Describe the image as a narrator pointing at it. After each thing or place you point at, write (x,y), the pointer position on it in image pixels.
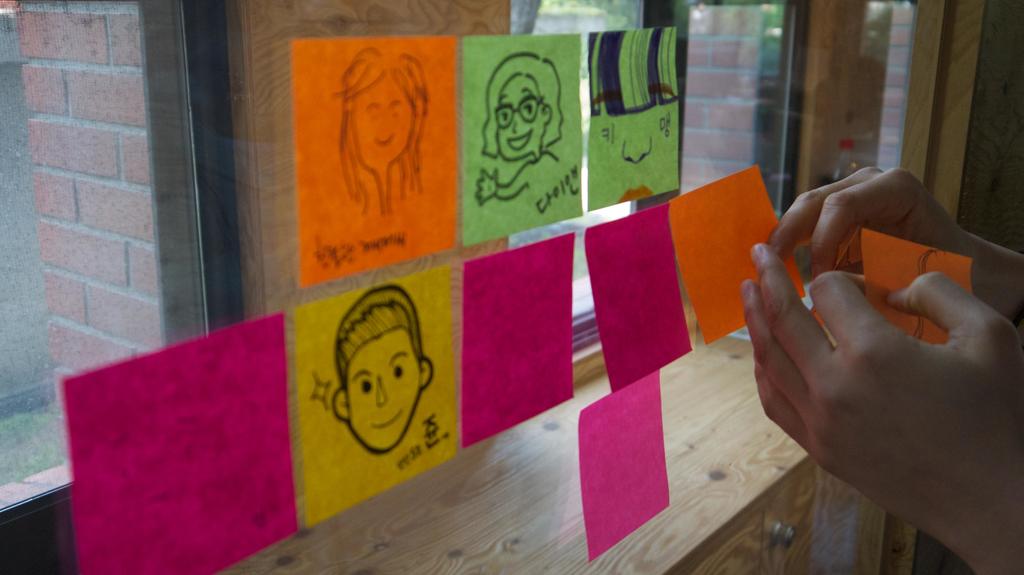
In the center of the image (512,279) there is a glass (453,550) on which there are papers (513,323) pasted. There is a person's hand (950,524) at the right side of the image (822,288).
